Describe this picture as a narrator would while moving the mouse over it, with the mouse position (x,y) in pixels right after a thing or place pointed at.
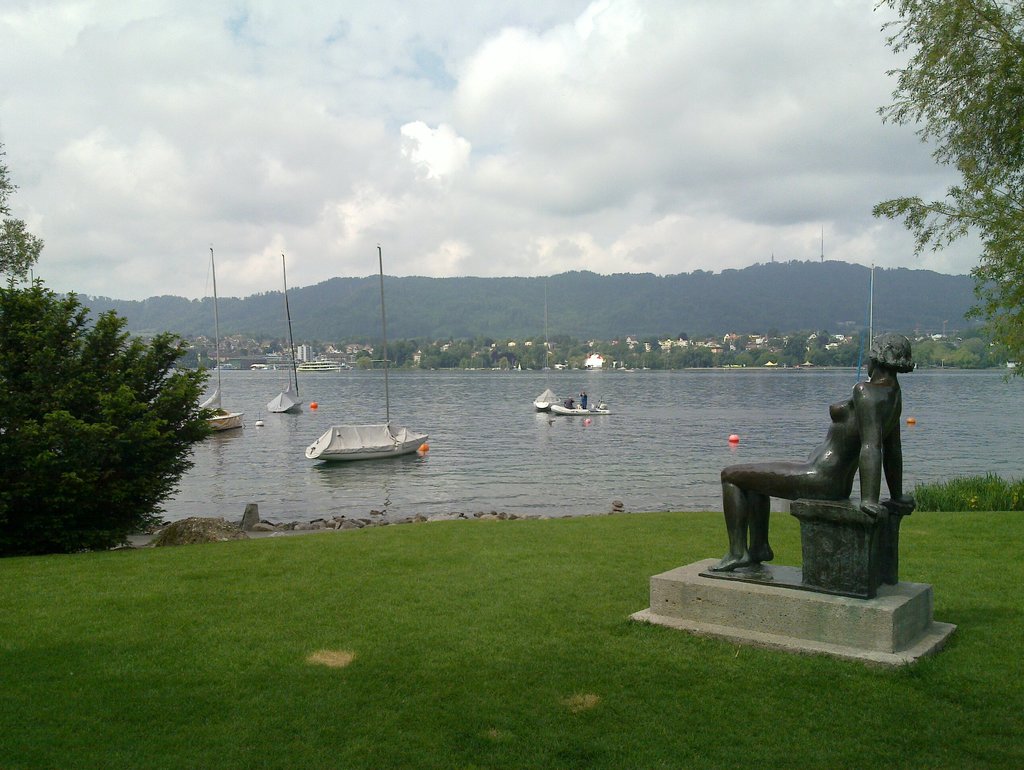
In this image on the right side (803,490) there is one statue (853,499) and at the bottom (608,685) there is grass (859,666), on the left side (154,392) there are some trees (162,383) and in the center (520,442) there is one river (453,458). In that river (524,404) there are some boats (410,443) and in the background (297,341) there are some mountains (595,306) and trees (797,292), on the top of the image (526,146) there is sky (786,146).
